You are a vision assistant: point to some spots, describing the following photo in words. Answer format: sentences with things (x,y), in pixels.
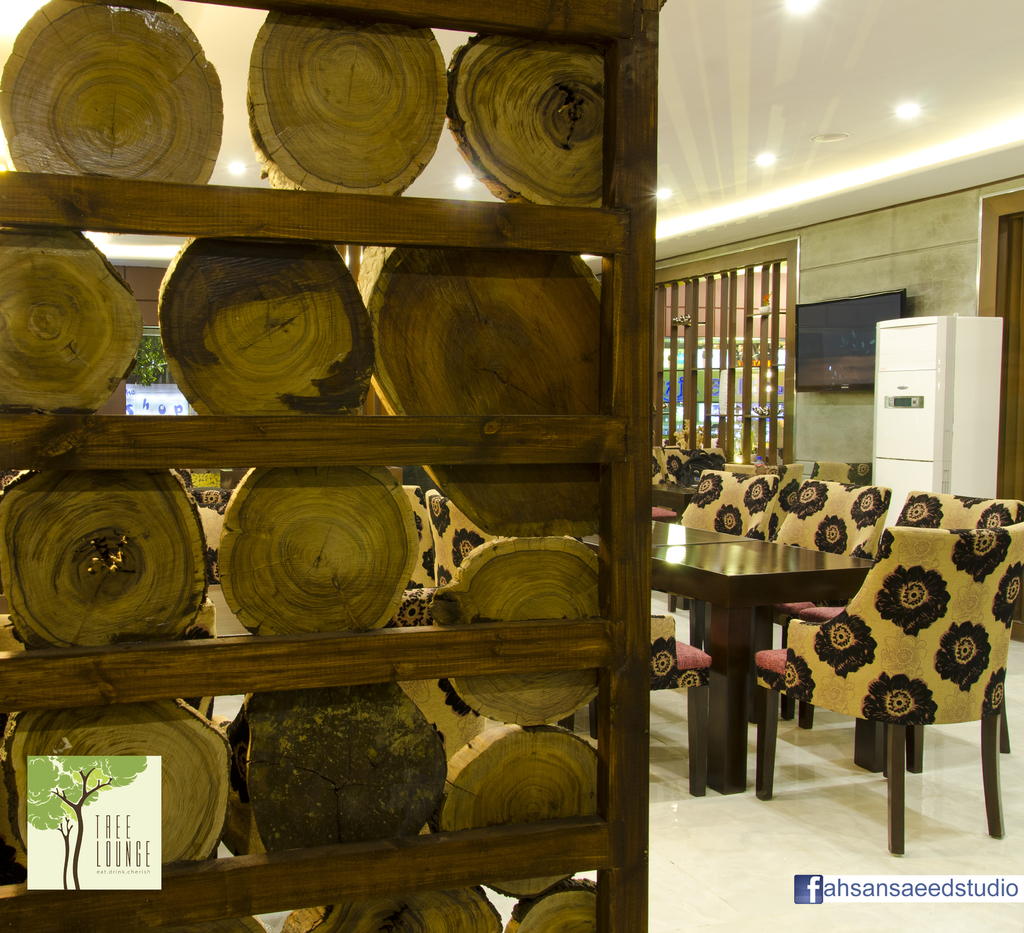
In this image we can see table (731,647) and chairs (905,530) around it, television (839,343) on the wall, wooden grills (725,347), electric lights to the roof (715,153), plants (168,368) and wooden logs (187,138) placed in the rack (311,648).
